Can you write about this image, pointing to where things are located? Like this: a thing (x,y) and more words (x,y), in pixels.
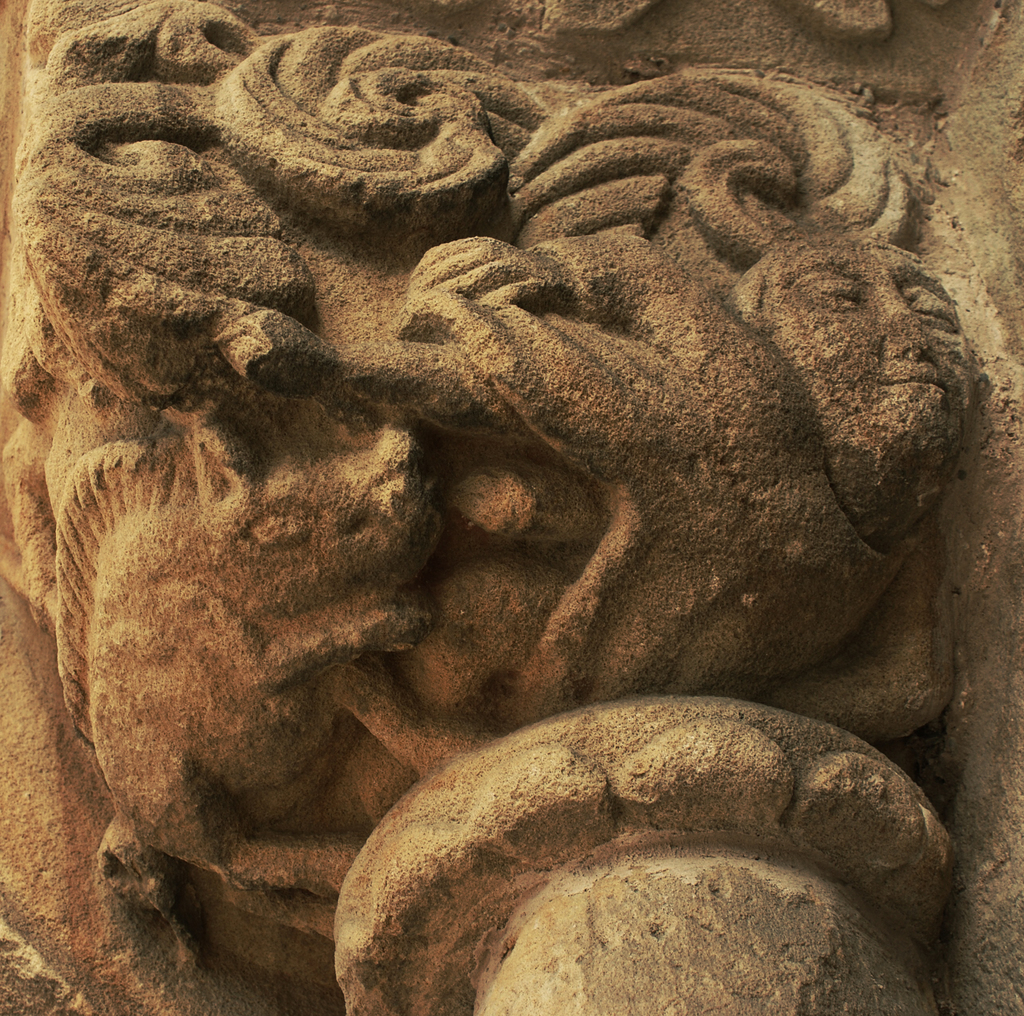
In this image we can see stone carvings (785,796).
